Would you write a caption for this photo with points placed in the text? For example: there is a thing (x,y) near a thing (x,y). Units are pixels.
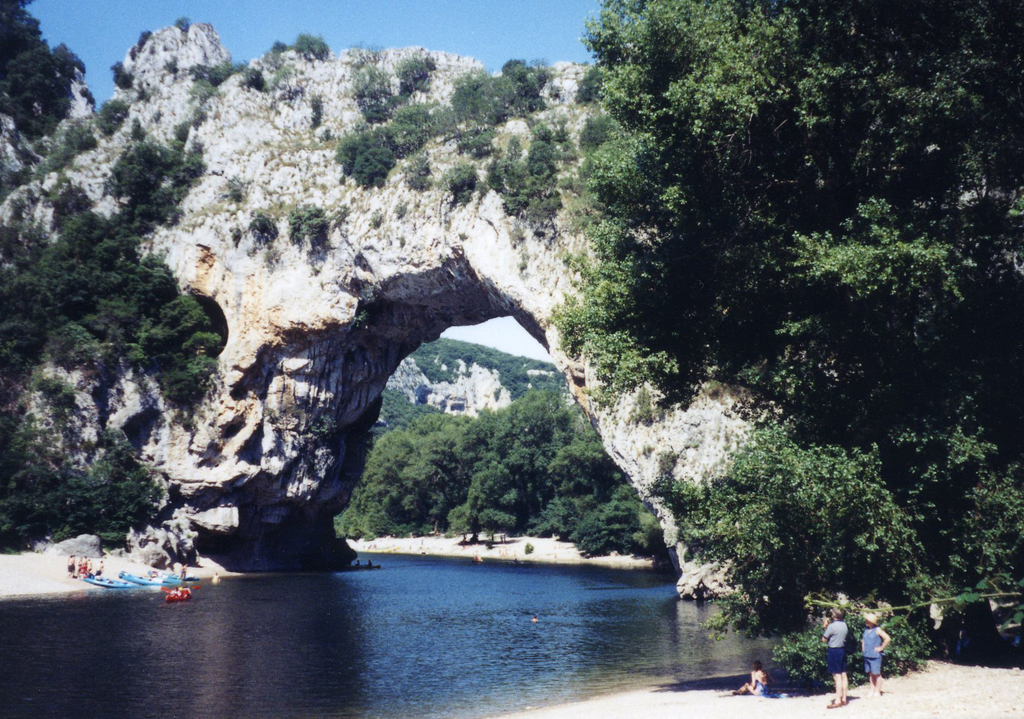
In this image there is the sky (75,45) towards the top of the image (463,34), there are mountains (452,380), there are trees (541,365), there is an arch (435,329), there are boats (123,586), there is water (258,660) towards the bottom of the image (379,652), there are group of persons (79,565) standing, there is a person (765,683) sitting.
